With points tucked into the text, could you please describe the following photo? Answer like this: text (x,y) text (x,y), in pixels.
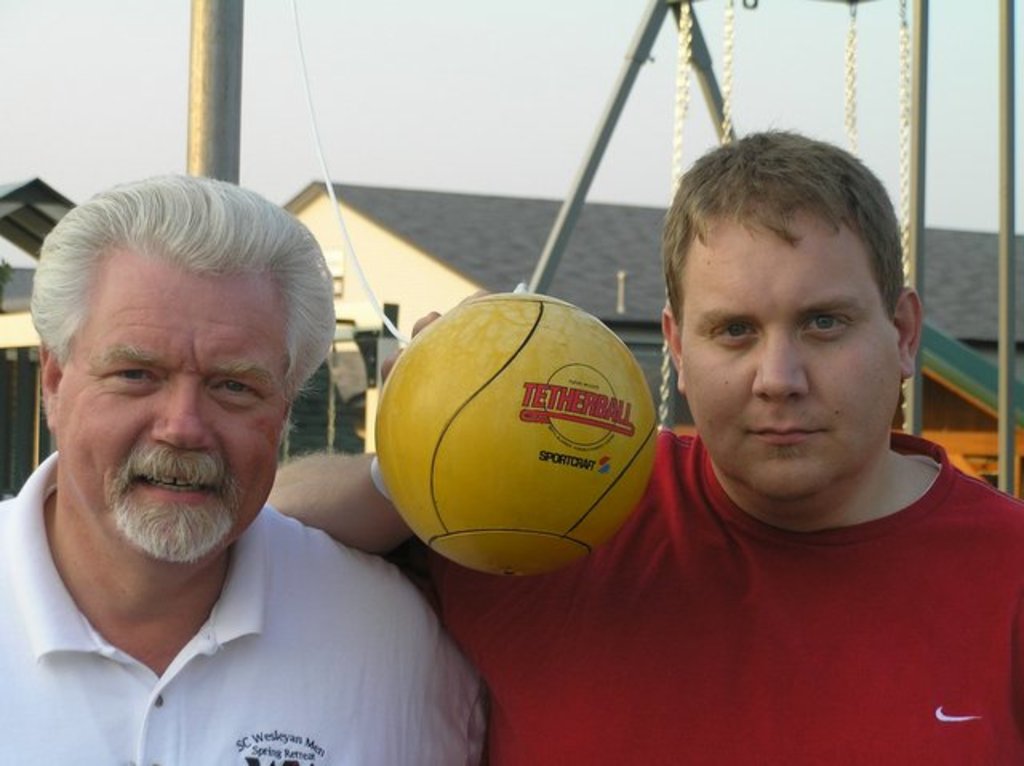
In this picture a person (210,652) is standing he is wearing a white t-shirt (221,635), and beside him a man (731,615) is standing he is wearing a red t-shirt (773,649), he is holding a ball (454,394) in his hand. and back of them there is a house (395,218), and here is a metal rod (204,53), and the sky (417,48) is cloudy.
